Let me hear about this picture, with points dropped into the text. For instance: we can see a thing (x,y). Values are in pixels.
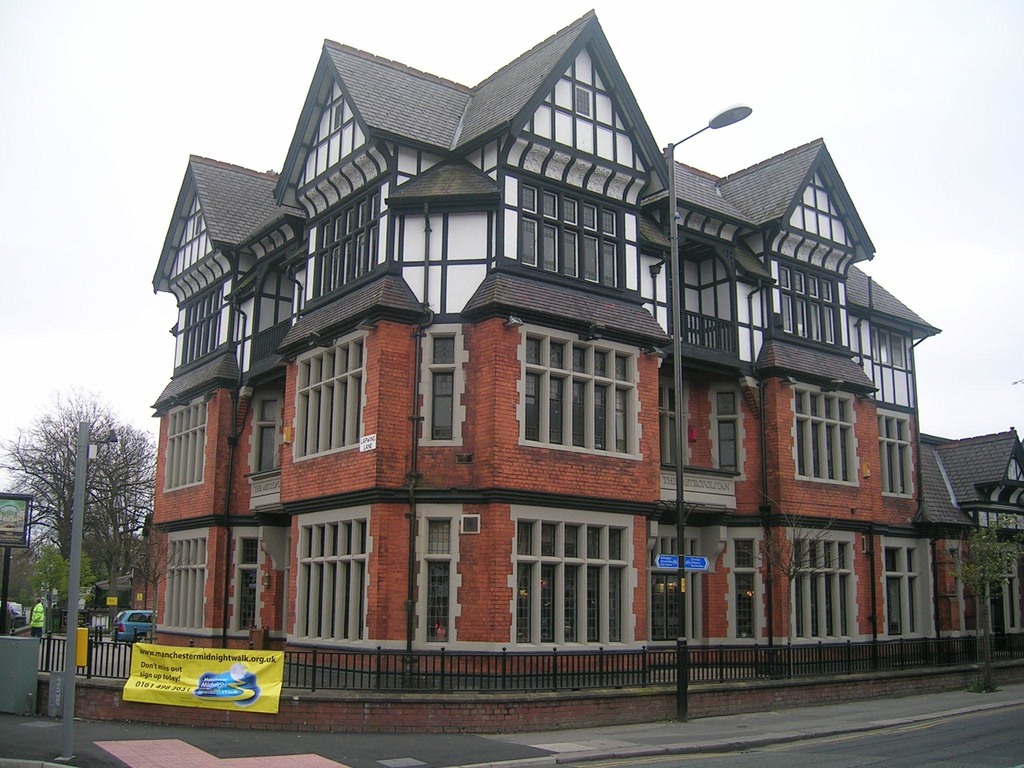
In this image I can see a building (629,389) which is in brown and white color, in front (278,692) I can see a light pole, banners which is in yellow color attached to the railing (295,689). I can also see few vehicles (143,619), a person (37,633) standing and sky (49,188) is in white color.
